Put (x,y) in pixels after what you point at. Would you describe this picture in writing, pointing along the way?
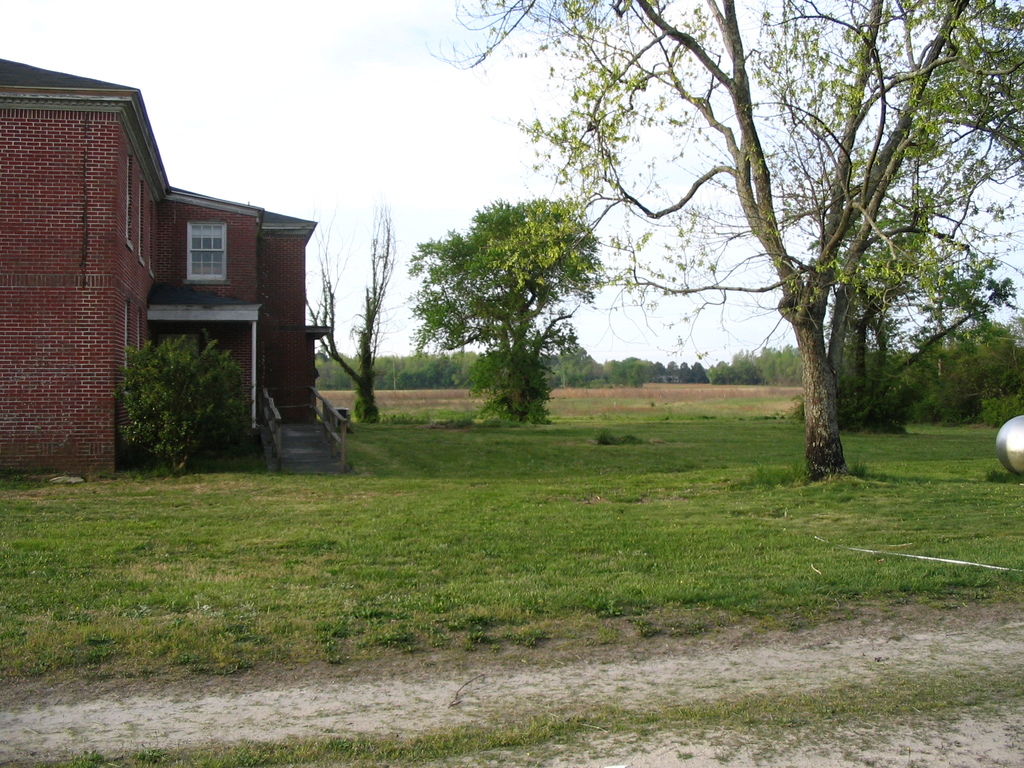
Land (616,480) is covered with grass (671,514). Building (247,275) with windows (188,275). In-front of this building (210,281) there is a plant (133,413) and trees (697,290). Far there are a number of trees (567,374).
